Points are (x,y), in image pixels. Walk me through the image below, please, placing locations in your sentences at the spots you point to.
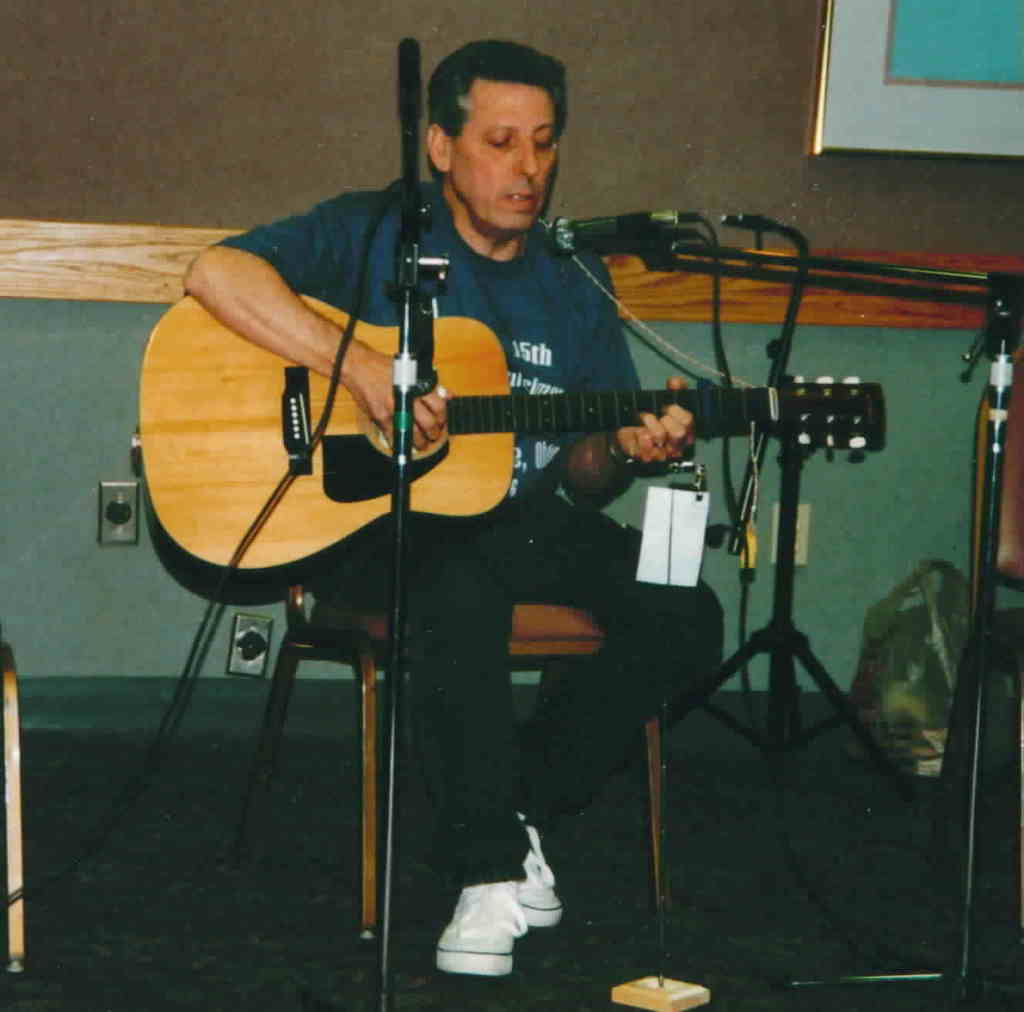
In the center (511,386) we can see man (489,324) sitting on the chair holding guitar (506,438), in front of him we can see microphone (653,212). And back we can see the wall (706,25).
